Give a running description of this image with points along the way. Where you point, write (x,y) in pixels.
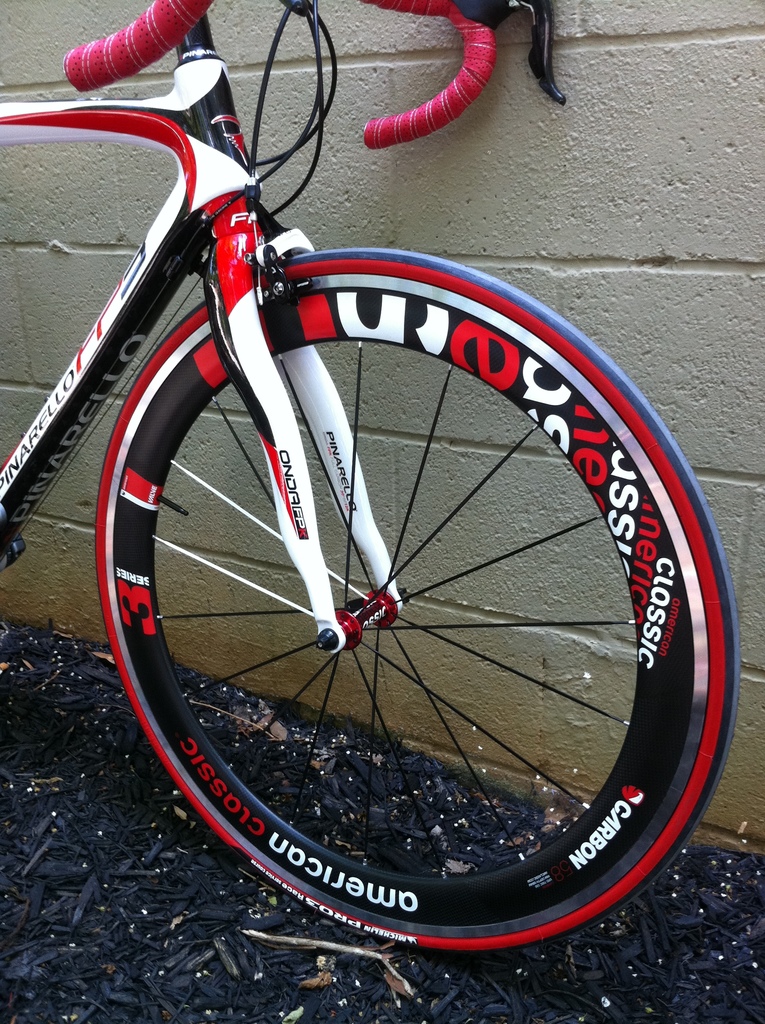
In this image we can see there is a bicycle (274,497) near the wall (515,197). And at the bottom (673,930) there are black color sticks (62,820).
